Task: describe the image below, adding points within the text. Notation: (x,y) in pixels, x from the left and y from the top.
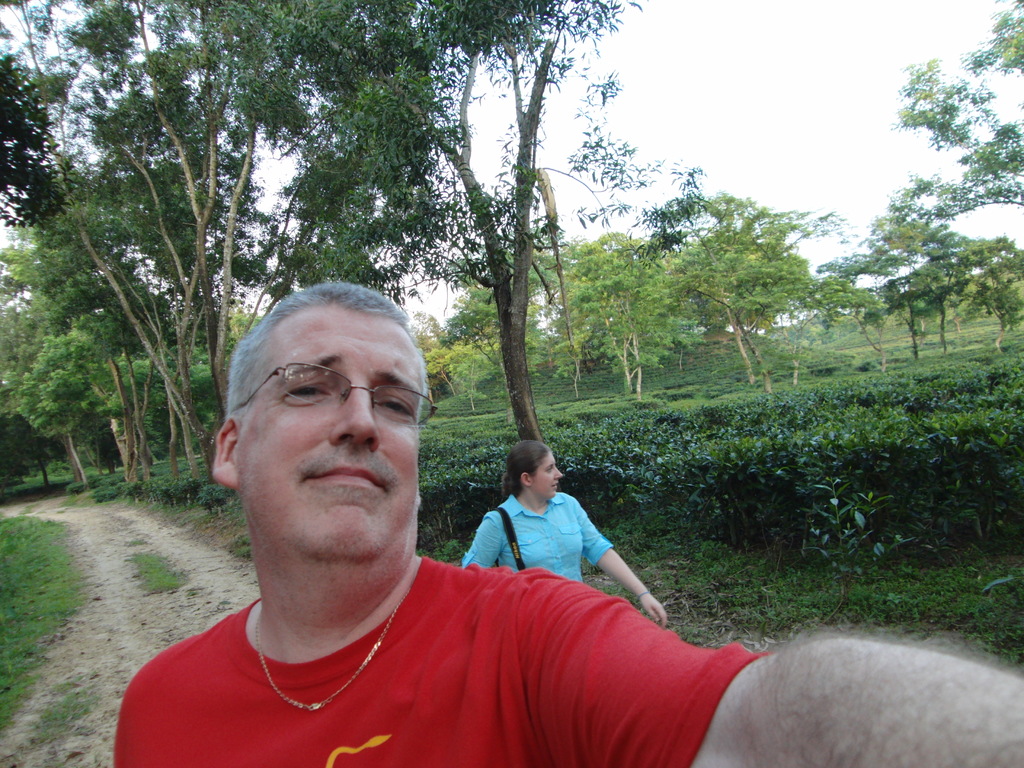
In the center of the image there is a person (138,692) wearing red color t-shirt (652,641). Behind him there is a lady (651,599) wearing a blue color shirt (485,554). In the background of the image (617,303) there are trees (354,222).
